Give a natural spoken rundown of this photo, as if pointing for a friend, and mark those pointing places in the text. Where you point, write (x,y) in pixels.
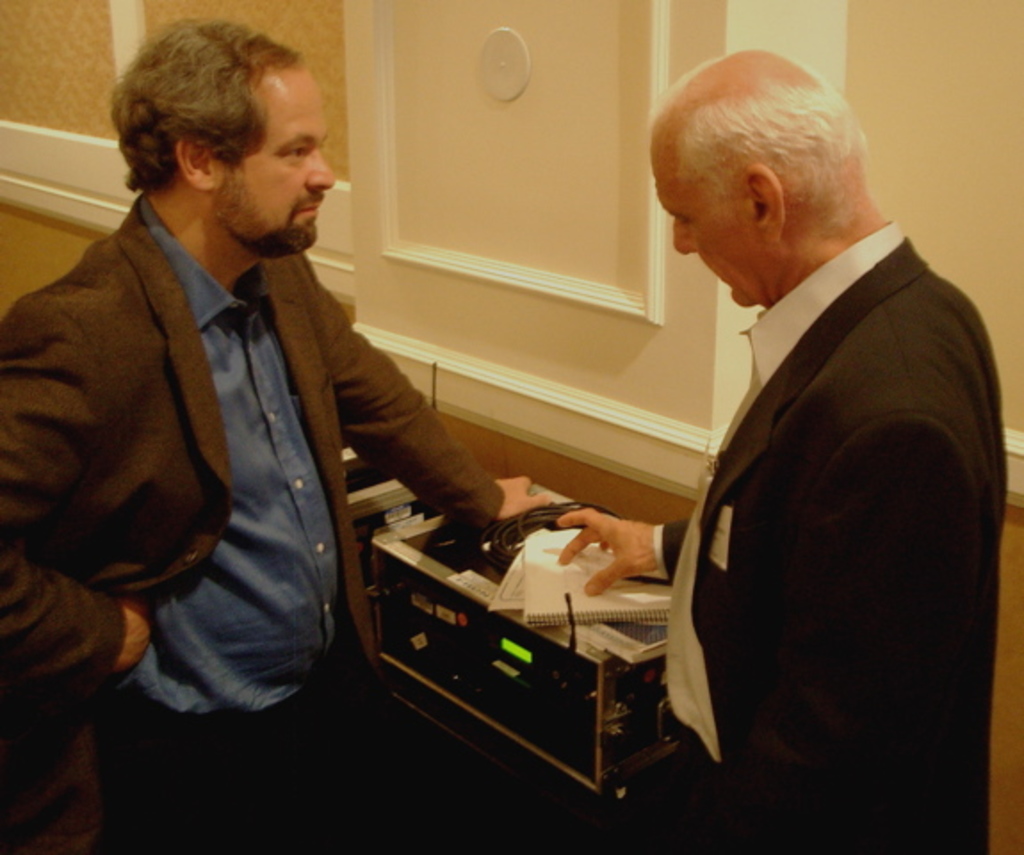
Here I can see two men (759,547) standing. In the middle of these two men (719,594) there is a table (549,779) on which a box (574,678), books (561,604) and some other objects (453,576) are placed. In the background (432,221) there is a wall (432,177).
